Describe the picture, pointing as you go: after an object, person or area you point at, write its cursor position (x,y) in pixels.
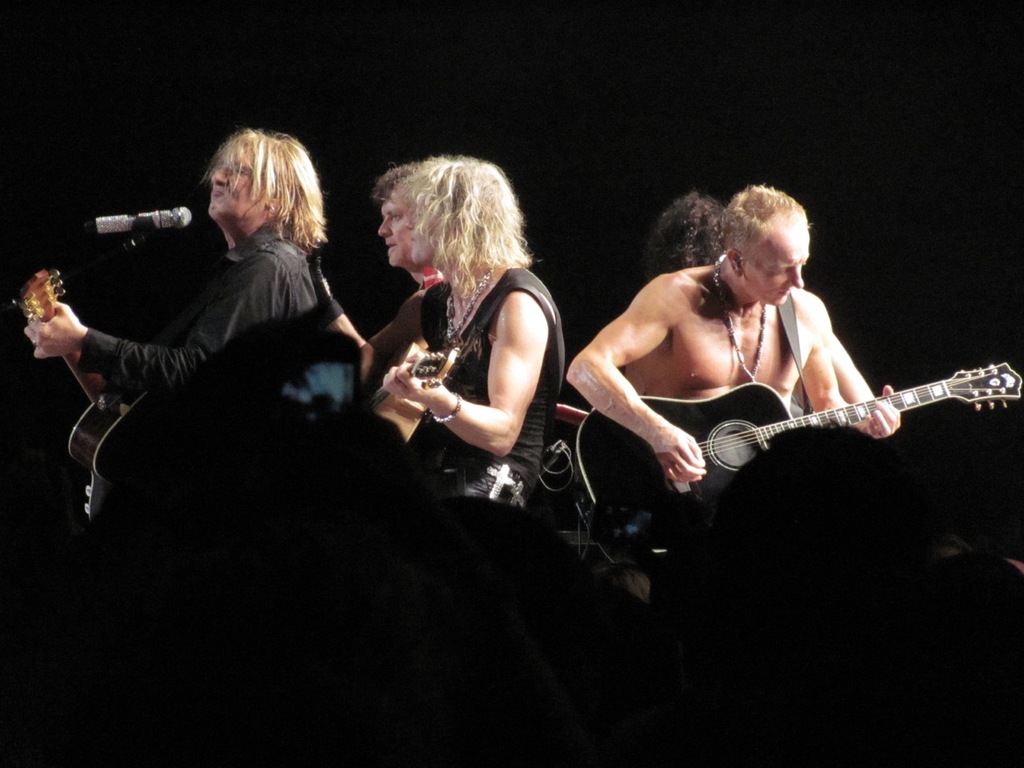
In this image I see 5 persons (56,327) and in which 3 of them are holding guitars (52,287) and one of them is in front of the mic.
